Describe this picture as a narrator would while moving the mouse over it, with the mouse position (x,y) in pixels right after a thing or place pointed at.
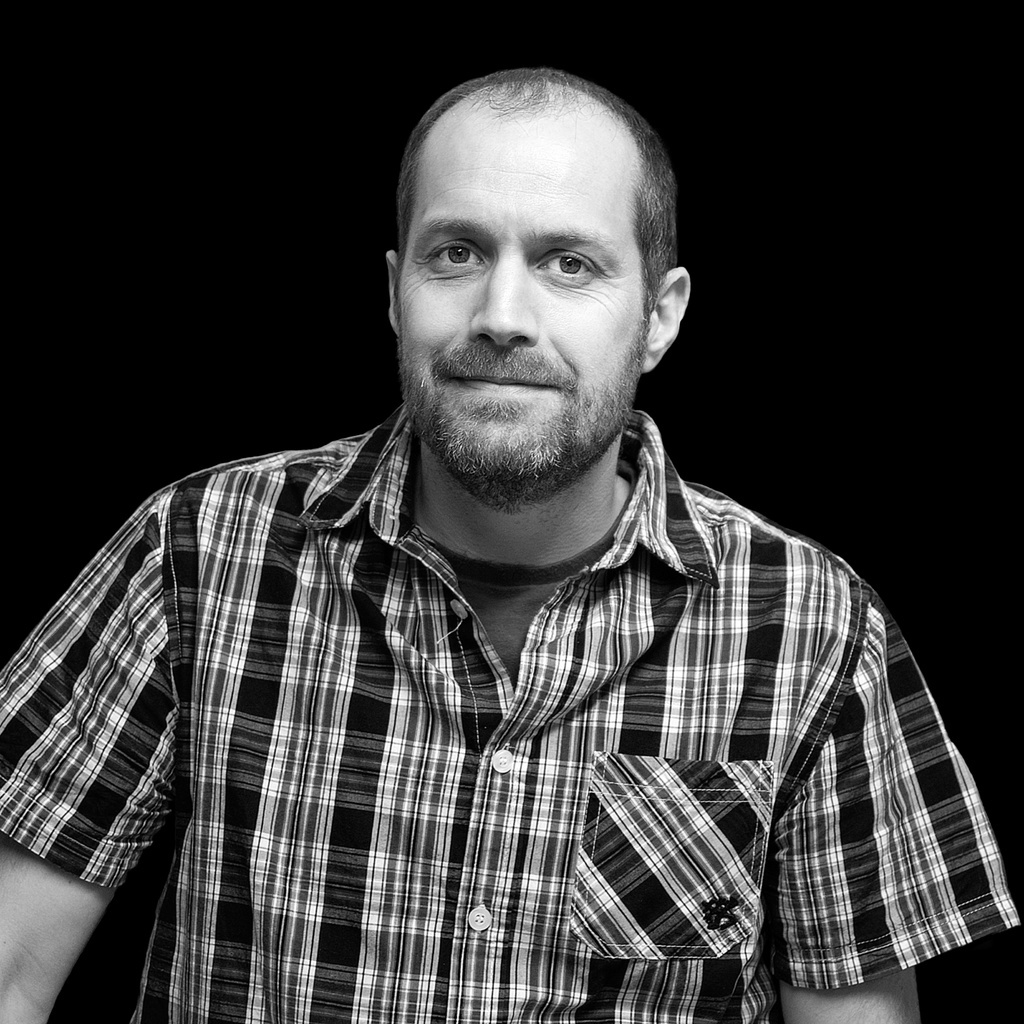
This is a black and white image. Here I can see a man (332,661) wearing a shirt (470,724), smiling and giving pose for the picture. The background (911,203) is dark.
